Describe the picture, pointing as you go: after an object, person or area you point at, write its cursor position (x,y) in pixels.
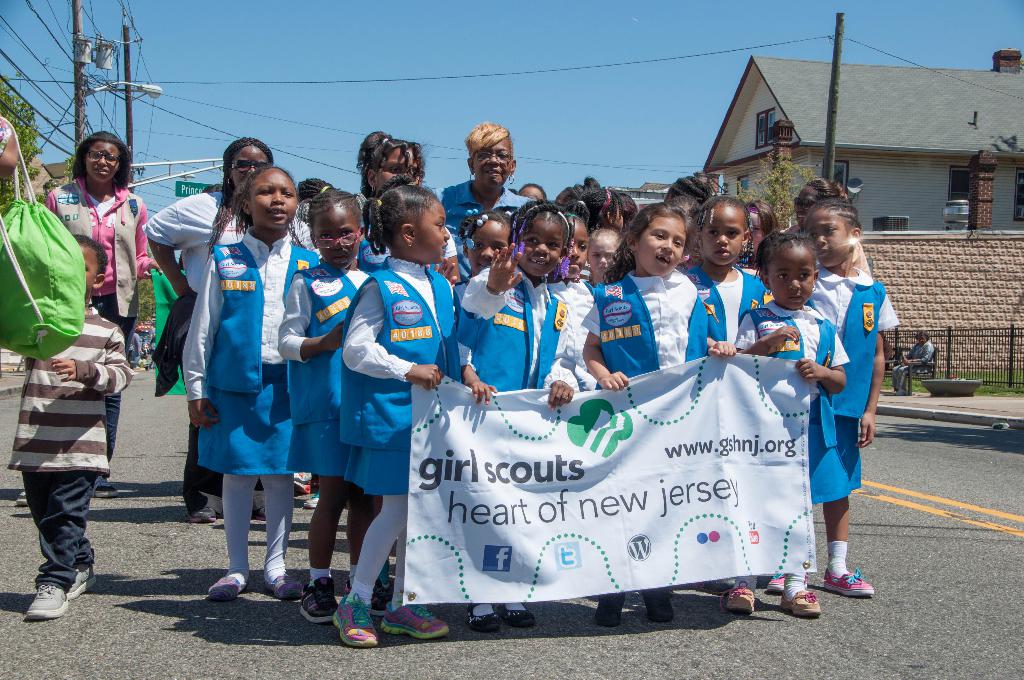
In this image I can see a group of kids (500,282) holding something with some text (624,506) written on it. In the background (872,233), I can see a house (802,143) and the sky (386,71).
